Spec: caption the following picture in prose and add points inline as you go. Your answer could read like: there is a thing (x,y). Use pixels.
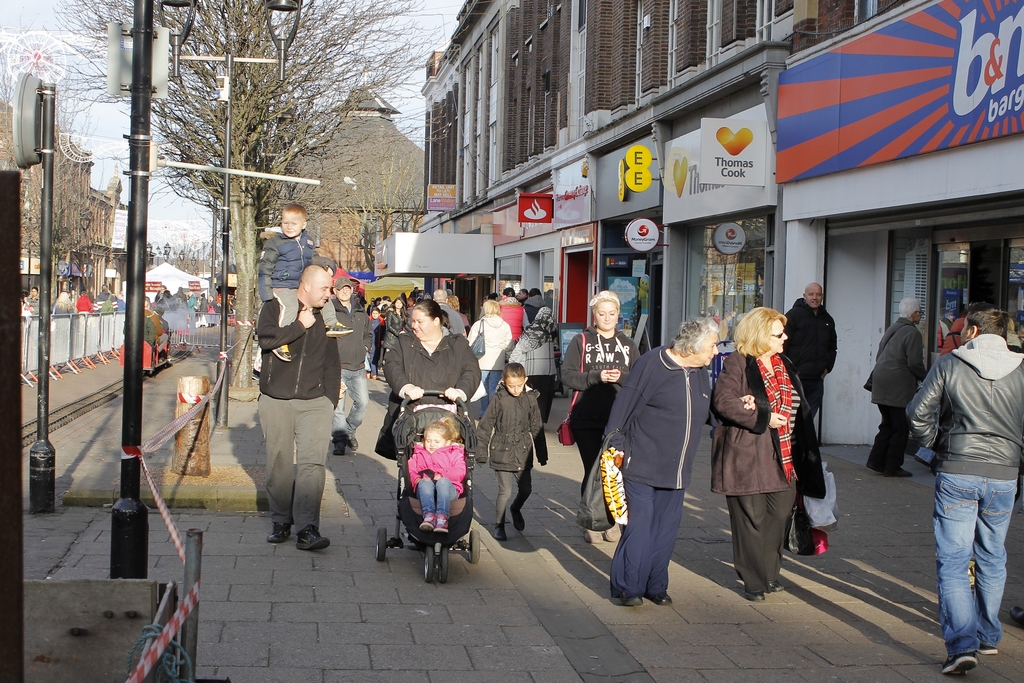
In the picture we can see many people (1003,432) are walking on the path (502,571) and beside them, we can see the buildings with shops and on the other side, we can see the poles (134,151), trees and far away from it we can see the buildings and a part of the sky (106,153).
